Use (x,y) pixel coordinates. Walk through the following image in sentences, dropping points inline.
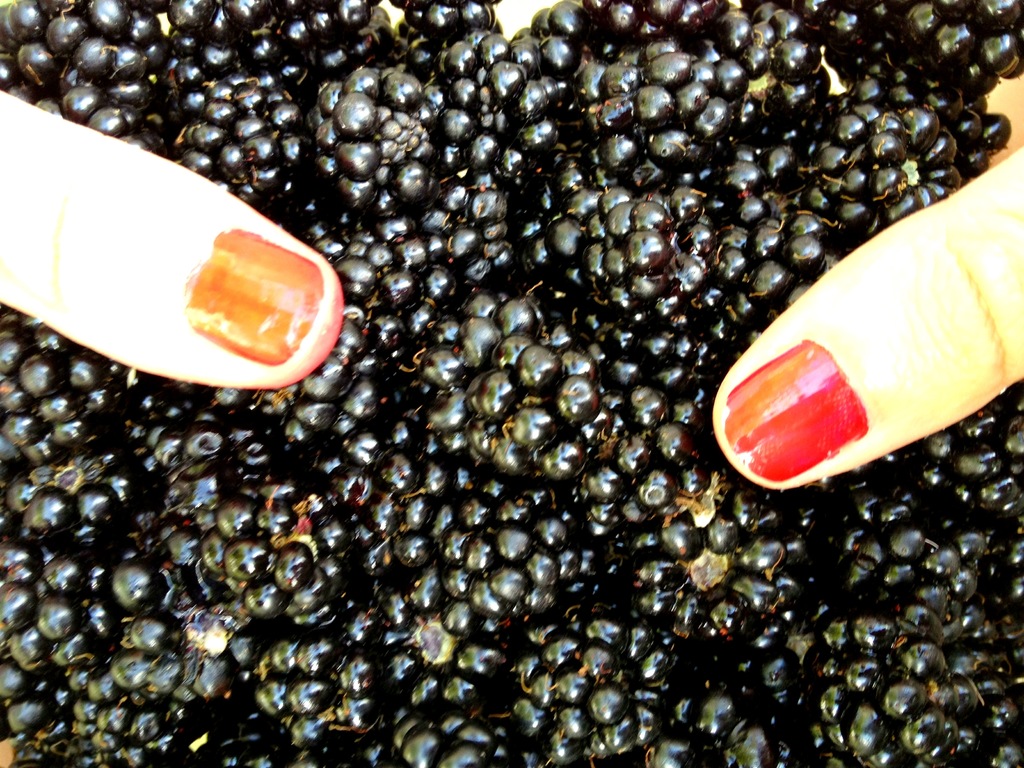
In this image, we can see black berries (470,505) and human fingers (963,401).
